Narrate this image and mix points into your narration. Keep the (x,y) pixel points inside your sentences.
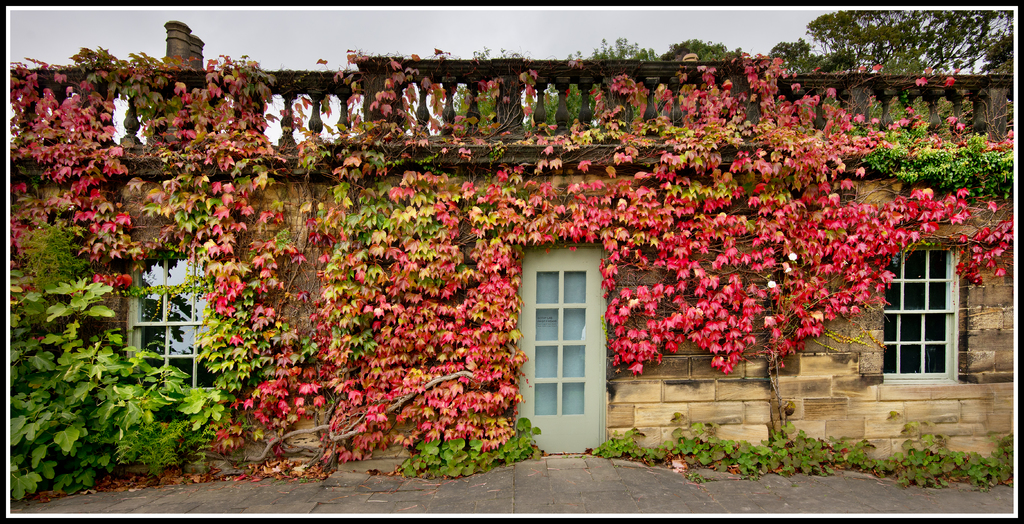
In this image there is a house (972,215). There are doors (563,299) and windows (191,326) to the walls (687,336) of the house (687,336). There are plants (124,249) on the walls (468,148) of the house (511,161). At the top (467,32) there is the sky (324,28). At the bottom (461,500) there is the ground (670,494).
